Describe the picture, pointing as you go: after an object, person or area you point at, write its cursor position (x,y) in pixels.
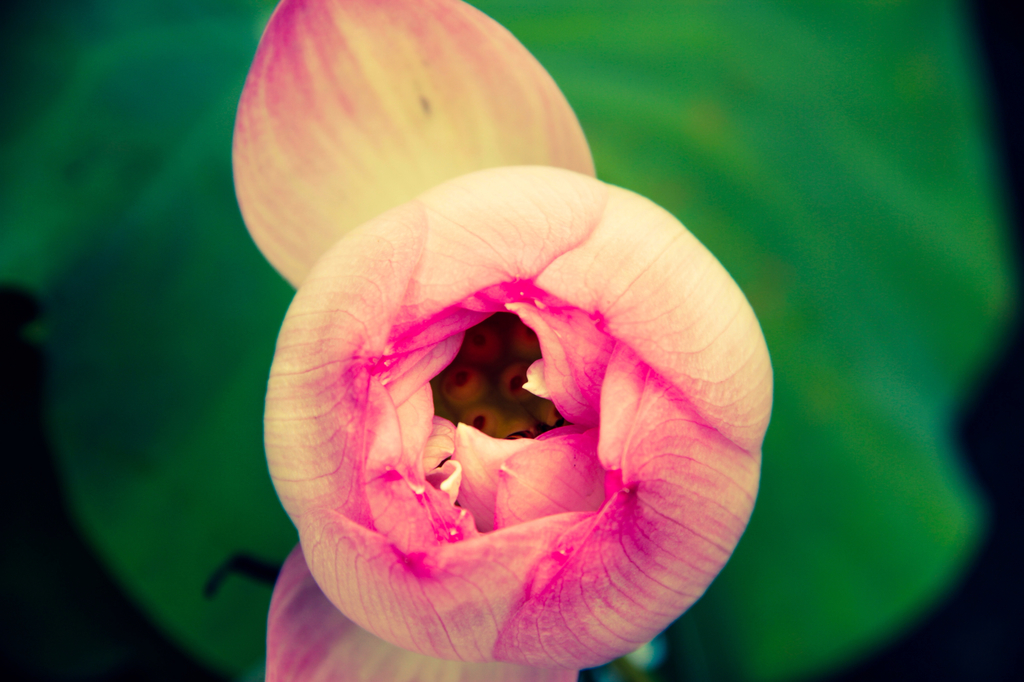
In this image I can see a flower (509,525) in the front (512,552). The background (47,555) is blurred.
